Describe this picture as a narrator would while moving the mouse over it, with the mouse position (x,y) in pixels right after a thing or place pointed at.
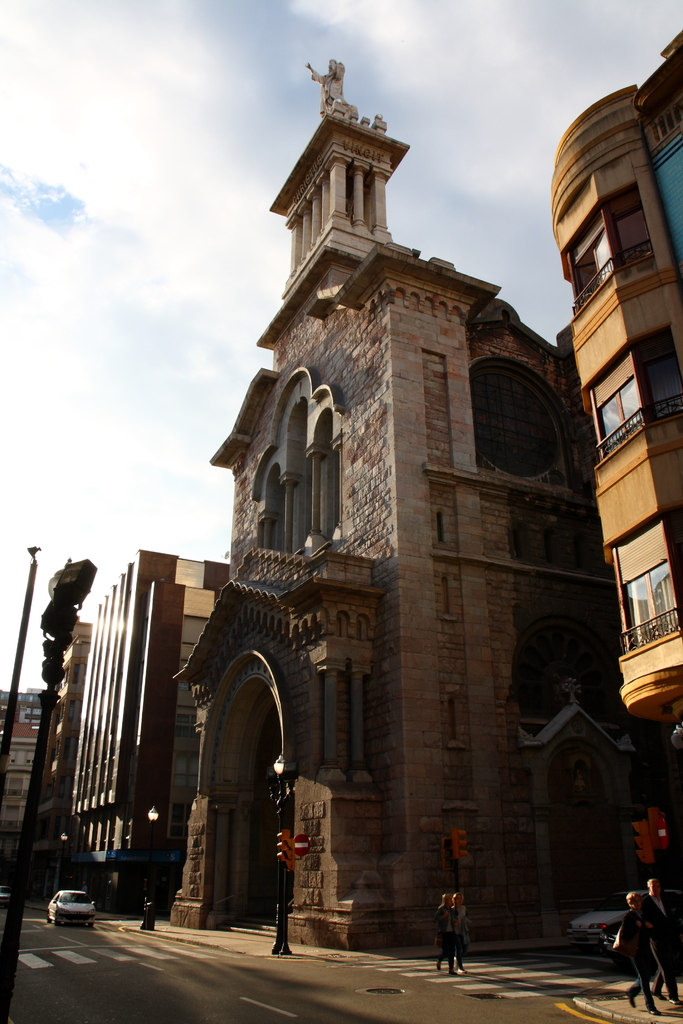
In this image I can see few buildings (264,881), windows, railing (639,422), light-poles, vehicles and few people (624,920) walking on the road (182,959). The sky (196,267) is in blue and white color.
